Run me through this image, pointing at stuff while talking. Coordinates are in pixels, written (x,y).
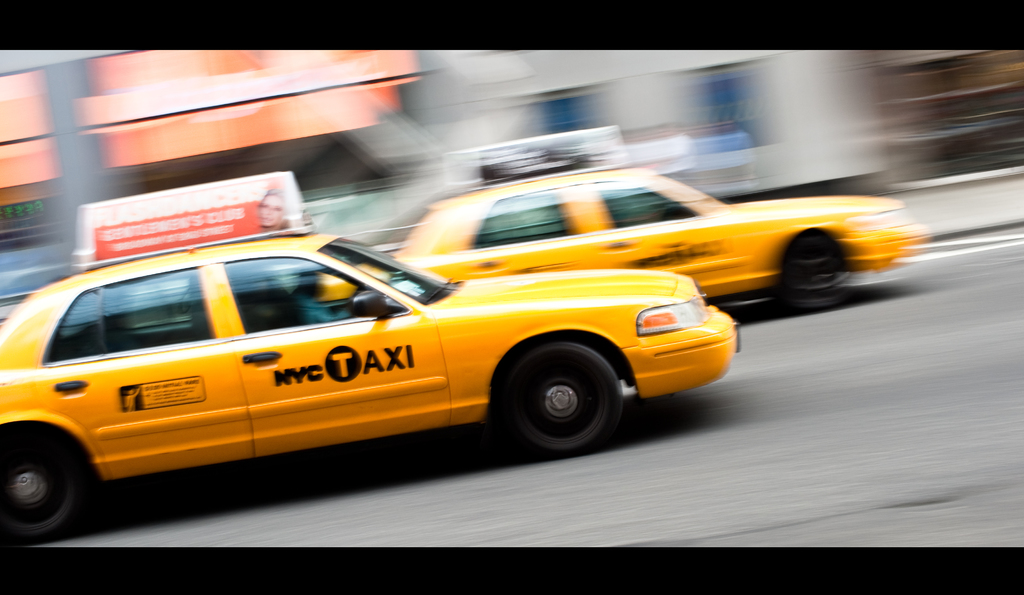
This picture seems to be an edited image with the black borders (436,14). In the center (477,375) we can see the two yellow cars (470,290) running on the road (782,392). In the background (510,127) we can see the buildings (306,122) and we can see text (386,369) on the cars (281,295).
